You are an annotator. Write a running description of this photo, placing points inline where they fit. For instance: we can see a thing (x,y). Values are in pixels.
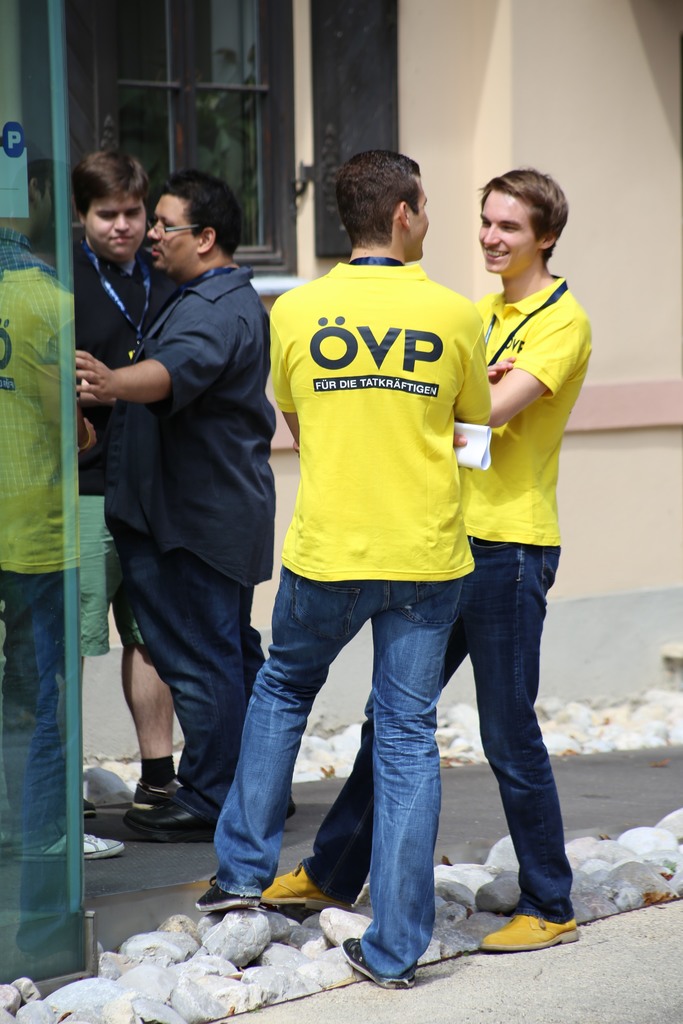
In this image in the middle (410,375) there is a man (401,330), he wears a yellow t shirt (350,525), trouser (371,589) and shoes (350,940), in front of him there is a man (519,360), he wears a yellow t shirt (502,513), trouser (495,721) and shoes (509,947), he is smiling. On the left (164,552) there is a man (190,447), he wears a shirt (198,548), trouser (186,691) and shoes (187,812), in front of him there is a man (119,280), he wears a t shirt (119,280), shorts (89,496) and shoes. At the bottom (325,913) there are stones (226,916) and road (571,966).
